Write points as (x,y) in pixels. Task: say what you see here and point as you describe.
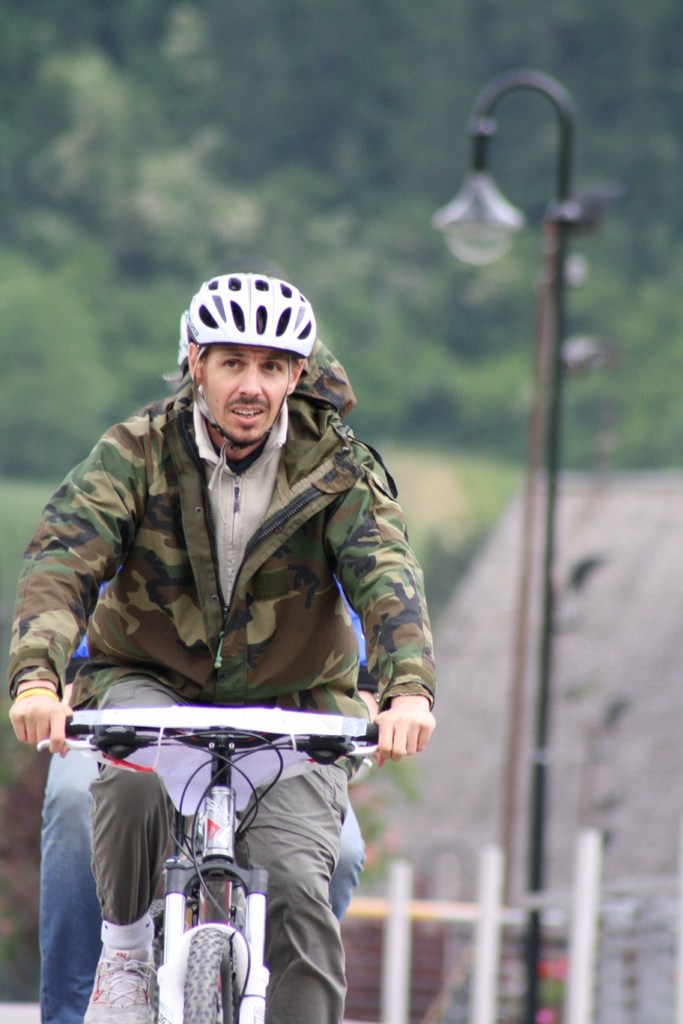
As we can see in the image there are trees (223,177) and a man (253,447) riding bicycle (254,973). On the right side (488,202) there is a street lamp (552,400).
